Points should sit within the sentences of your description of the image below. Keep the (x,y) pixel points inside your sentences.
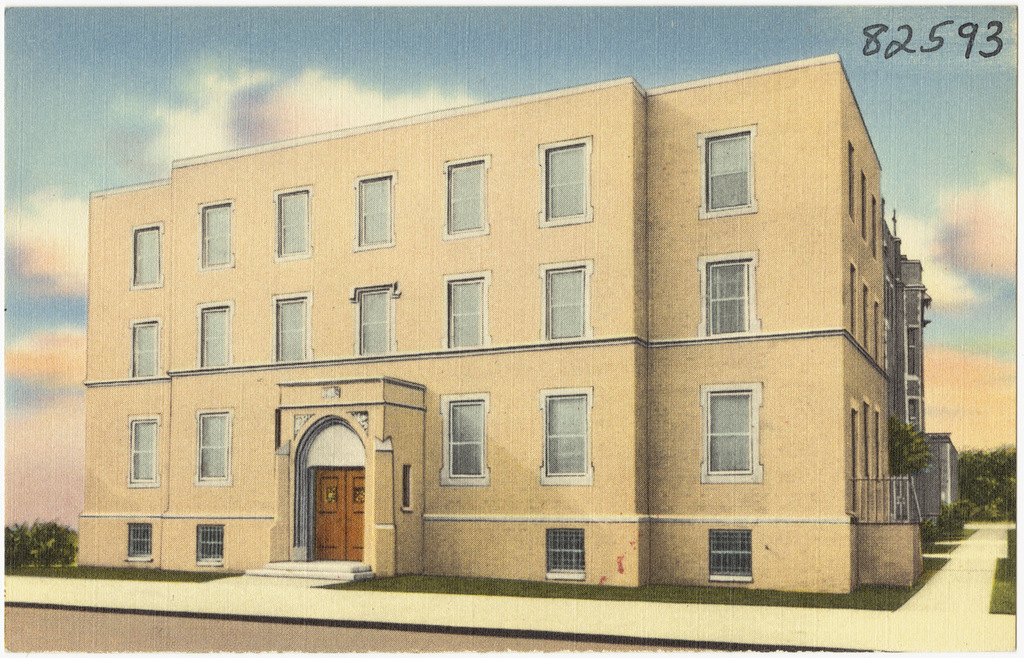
In this image in the middle (482,353), there is a building (542,397) on that there are windows (301,315) and door (335,507). At the top (924,45) there is a text (936,36). In the background (44,510) there are trees (998,491), sky (44,510) and clouds (238,125).
